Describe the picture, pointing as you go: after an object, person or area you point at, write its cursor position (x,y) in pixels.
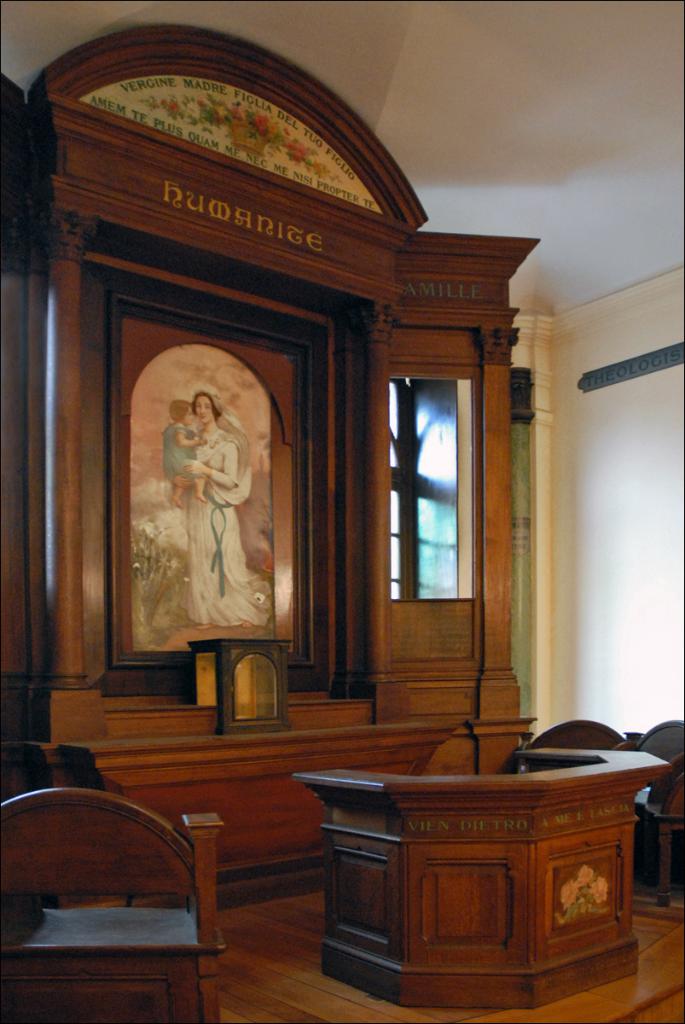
In the center of the image (323,372) we can see cupboard (338,558), photo frame (234,463), pillars (52,279). At the bottom of the image (429,892) we can see table (398,867), chairs (651,749), floor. On the right side of the image (545,448) there is a wall (551,510). At the top of the image (538,71) there is a roof (570,147).
